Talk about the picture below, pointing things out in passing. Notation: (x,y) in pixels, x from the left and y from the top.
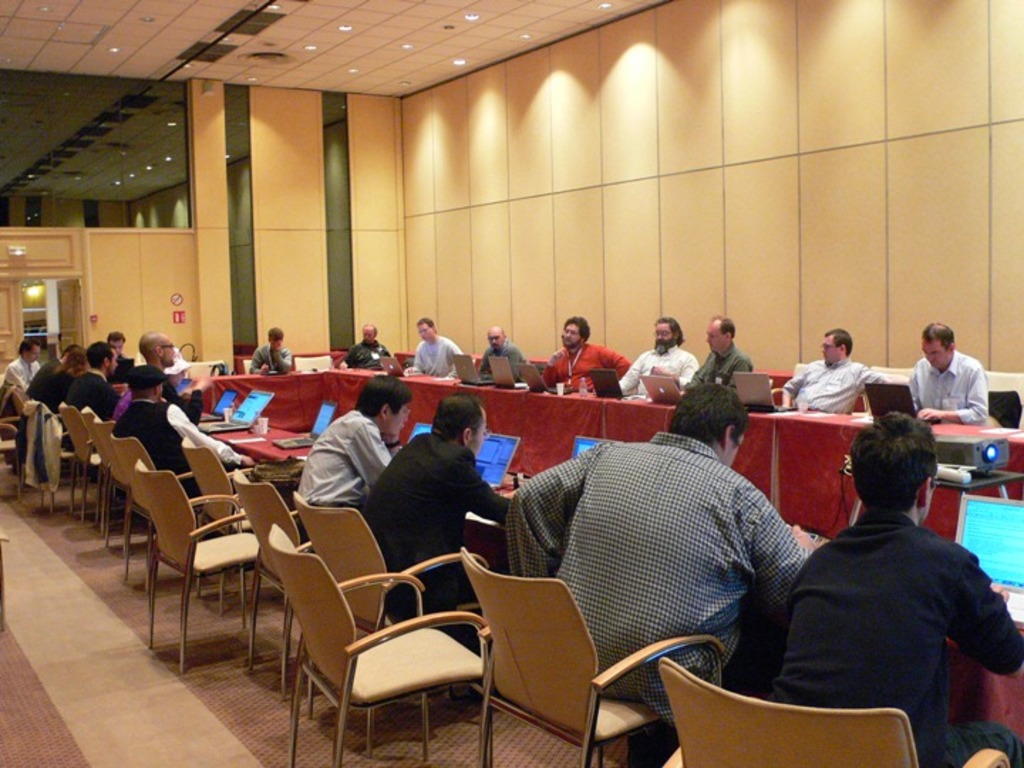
There are so many people (845,691) sitting around a table (1017,452) and operating laptop (884,401) in a room (1,674).
